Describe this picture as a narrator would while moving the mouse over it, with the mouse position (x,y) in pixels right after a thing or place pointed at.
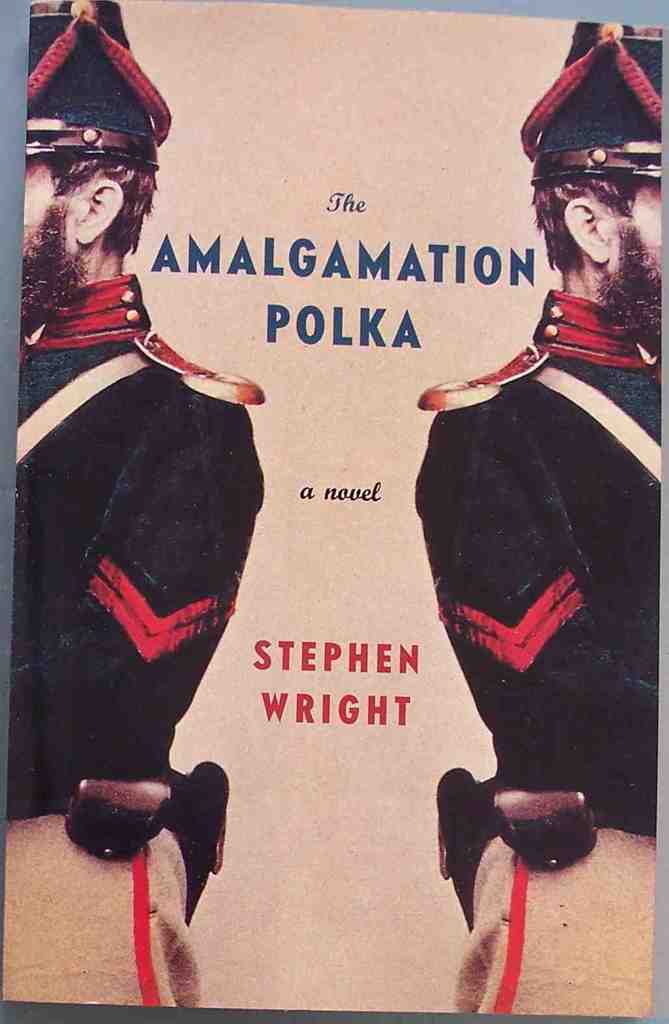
In this picture we can see a poster (284,563), here we can see two people (493,503) and some text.
